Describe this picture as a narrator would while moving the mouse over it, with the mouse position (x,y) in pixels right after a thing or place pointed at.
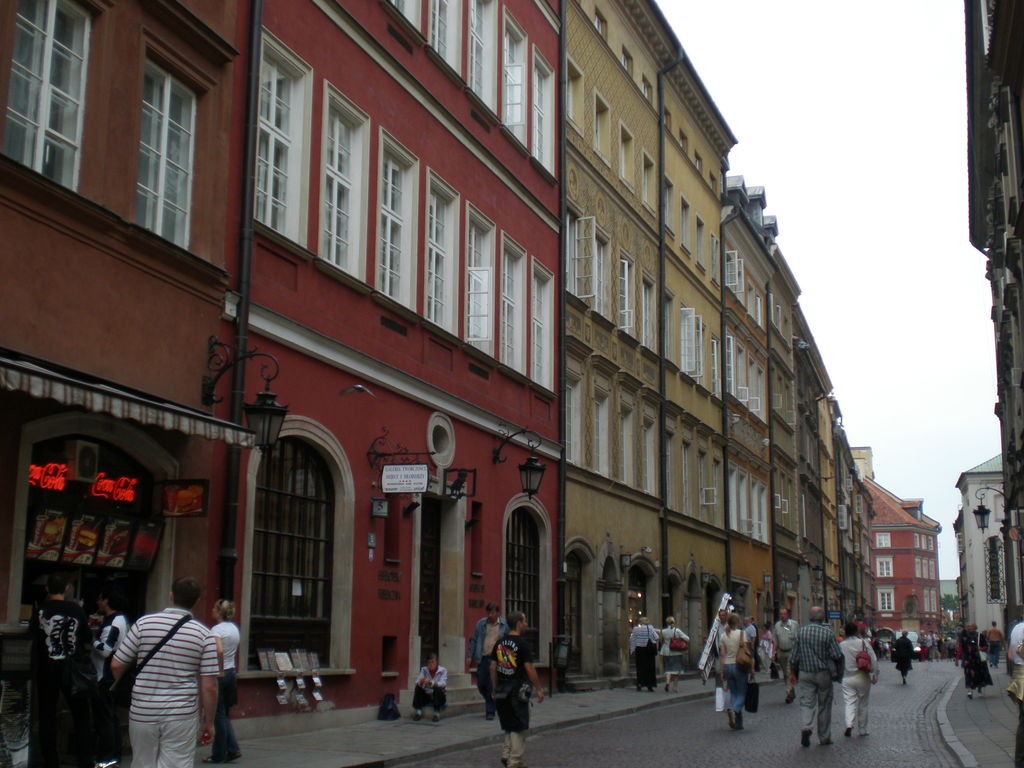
In this picture we can see some red and brown color buildings (573,370). In the bottom (313,528) we can see door grill (327,536) and hanging lights (532,483). On the right side (792,698) there is pedestrian area (761,746) and some persons (803,745) are walking on it.
